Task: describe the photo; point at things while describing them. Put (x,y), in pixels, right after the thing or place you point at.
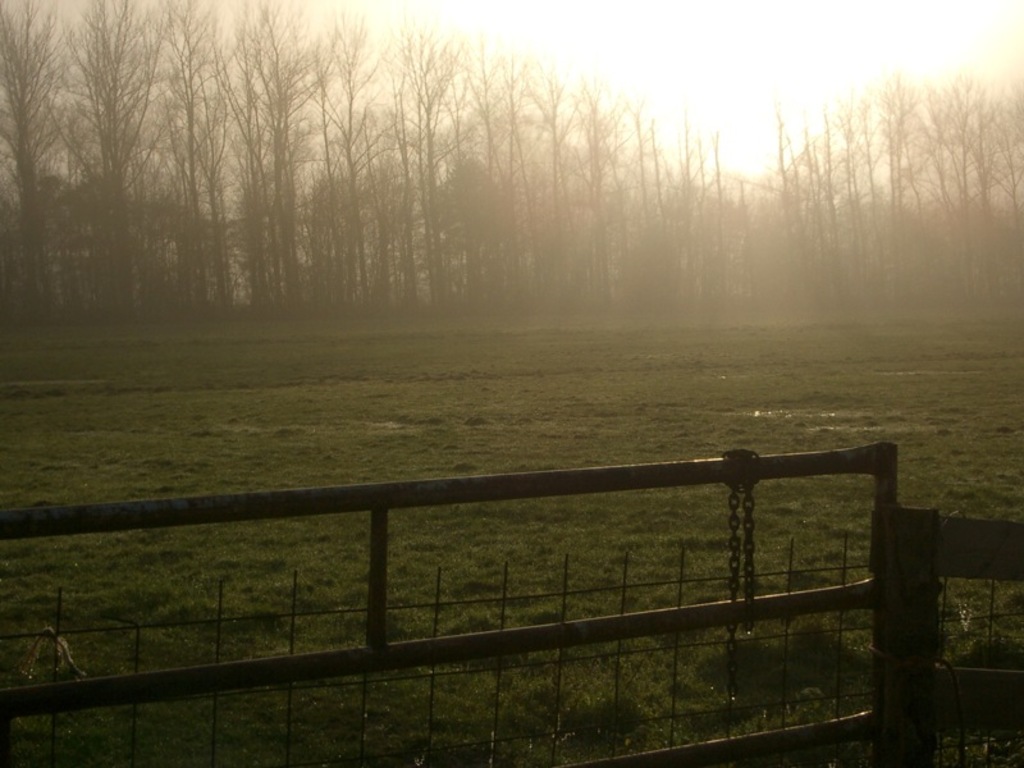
In this image we can see a iron gate (883,626) with chain (745,539) attached to it and in the background (826,260) we can see group of trees (626,199) and sky (680,93).
